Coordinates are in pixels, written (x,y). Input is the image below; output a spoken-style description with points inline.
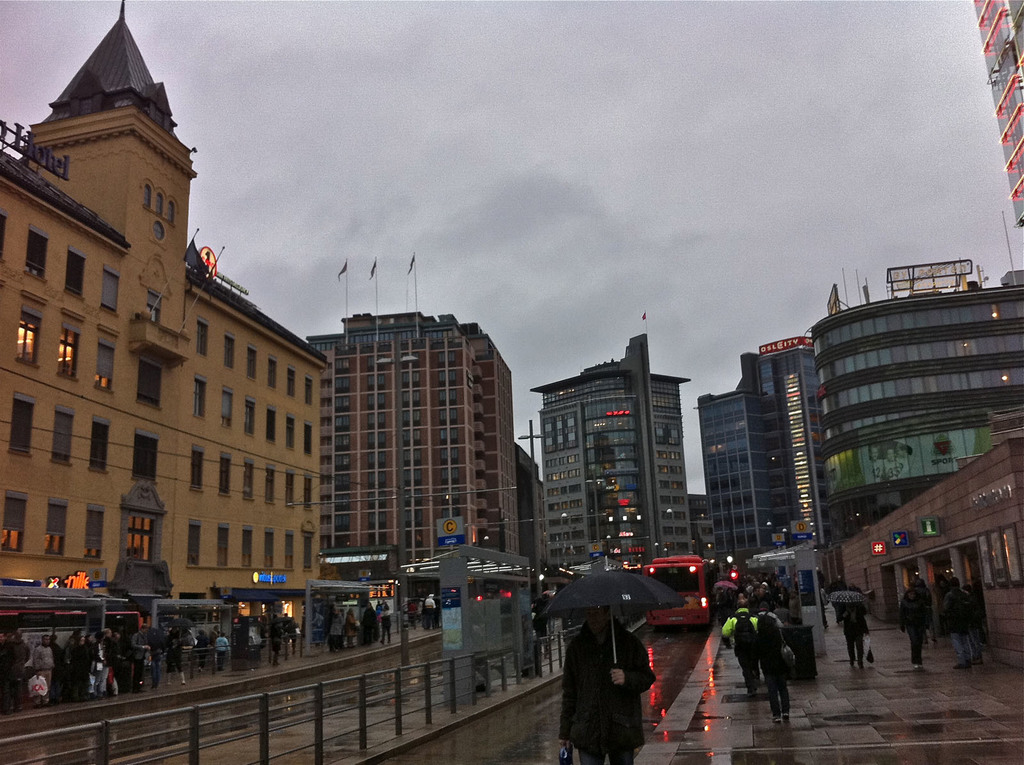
There is a road (544,714). On the road (698,637) there are many people (732,645). A person (619,661) is holding umbrella (618,602). In the back (702,563) there is a vehicle (670,573). Also there is a railing (427,710). On the left side (126,643) there are many people (270,635). There are small sheds (64,602). In the back (464,458) there are many buildings (503,441) with windows (734,503) and lights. Also there are flags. And there is sky (585,169).
